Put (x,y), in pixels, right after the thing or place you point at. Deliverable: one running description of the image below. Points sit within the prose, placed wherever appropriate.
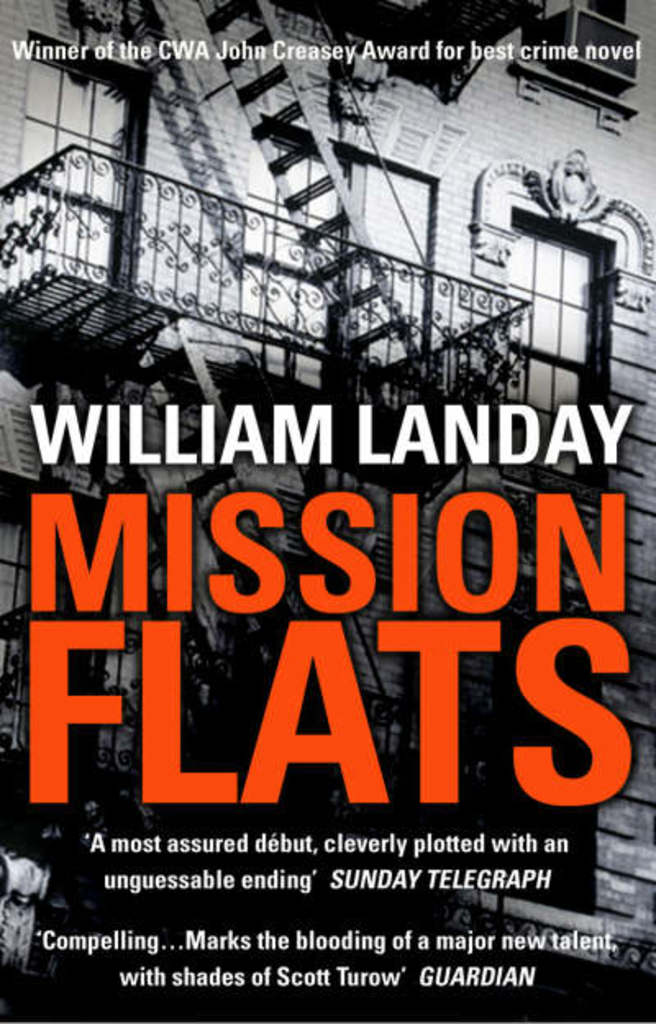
In this picture we can see a building (401,151) in the background (377,148), we can see windows (560,351), stairs (290,139) and railing (267,271) of the building (389,303), there is some text (421,419) in the front (305,675).
